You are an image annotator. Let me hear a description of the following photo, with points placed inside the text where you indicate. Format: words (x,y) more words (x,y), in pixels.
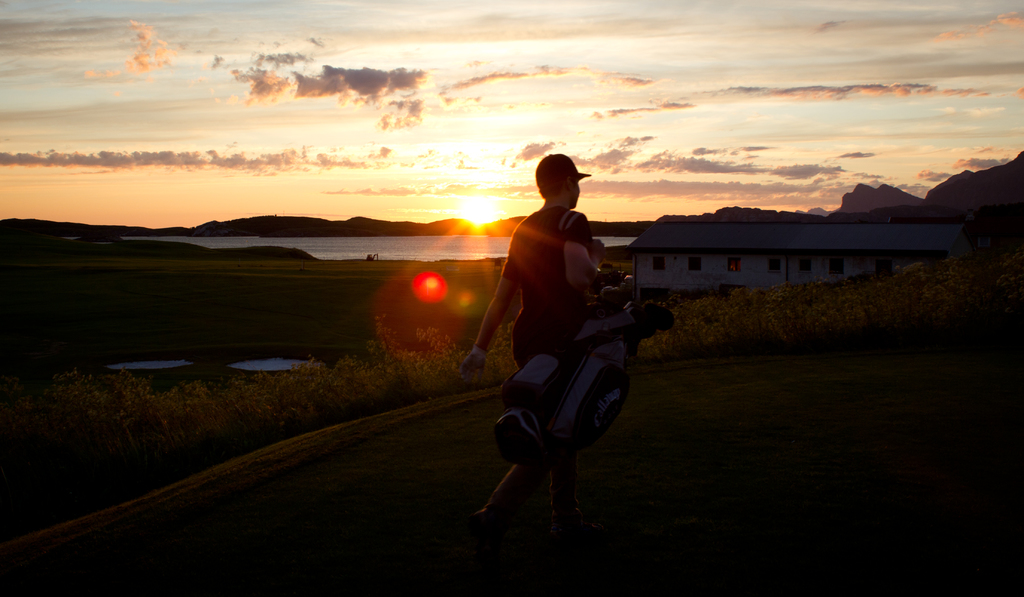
In this picture there is a person (562,265) wearing black dress (550,286) is carrying a bag (598,323) and there are few plants (698,320), a building (777,262), water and mountains (596,233) in the background (755,213).
